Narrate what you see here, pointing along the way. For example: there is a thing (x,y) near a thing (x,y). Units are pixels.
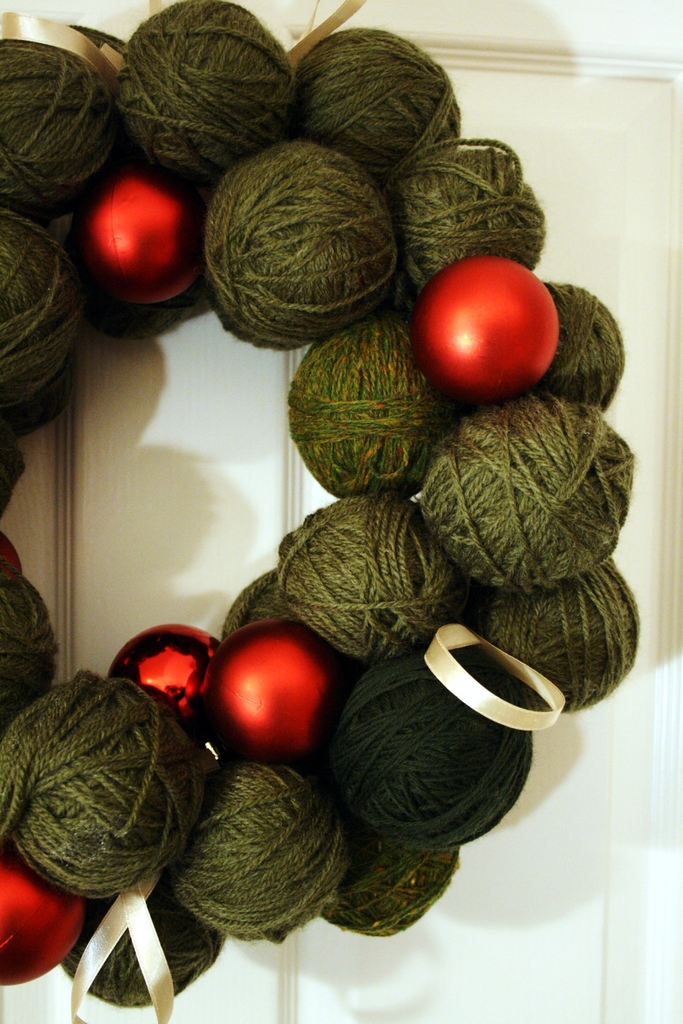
In this image it looks like a unique christmas wreath (212,68). And there is a wall (70,1012) in the background (663,178).
